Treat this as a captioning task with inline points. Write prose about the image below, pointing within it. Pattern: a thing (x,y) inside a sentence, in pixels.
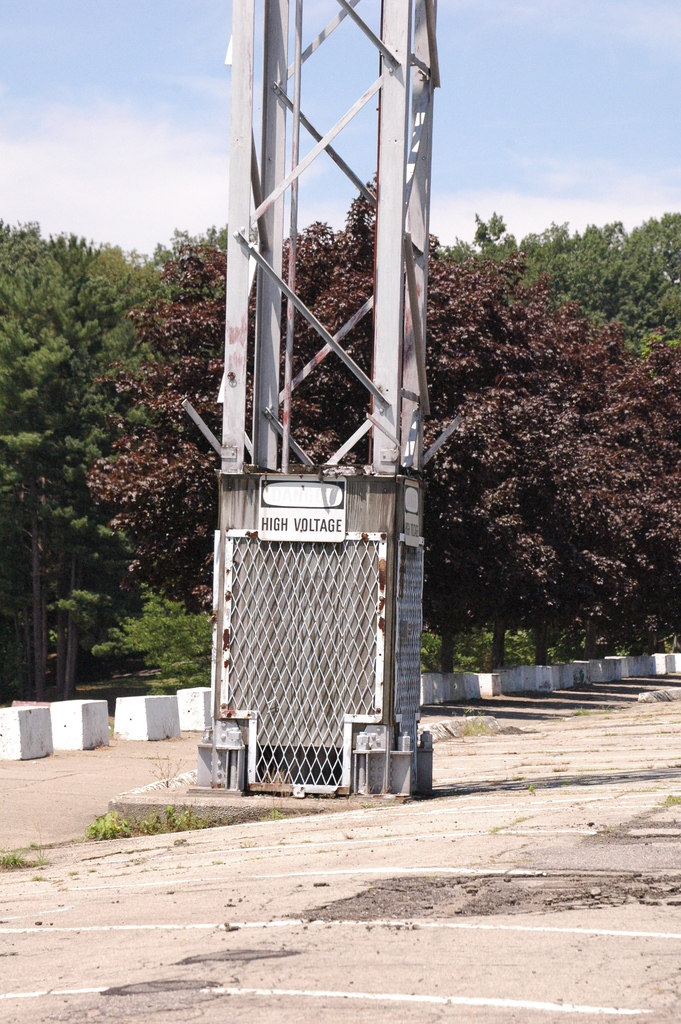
In this image, I can see a tower (310,570) with a board (274,529). At the bottom of the image (322,906), I can see a pathway (361,924). There are rocks (29,753) and trees (172,371). In the background (101,100) there is the sky (107,150).
